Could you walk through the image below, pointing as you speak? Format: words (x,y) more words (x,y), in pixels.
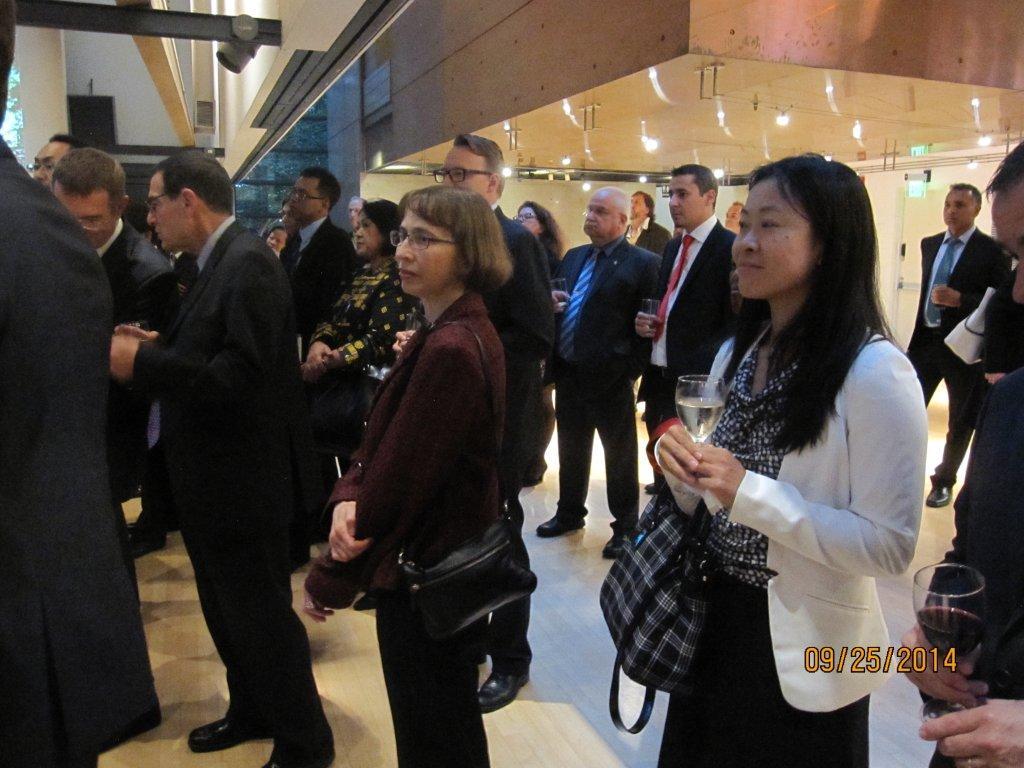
In this image there are group of people (625,347) standing, and some of them are wearing bags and some of them are holding glasses (703,437). And in the background (913,213) there are doors (914,256), pole (23,37) and at the top (217,39) there are some poles (246,26), ceiling (700,103) and lights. And on the right side of the image (832,656) there is text (850,657).
